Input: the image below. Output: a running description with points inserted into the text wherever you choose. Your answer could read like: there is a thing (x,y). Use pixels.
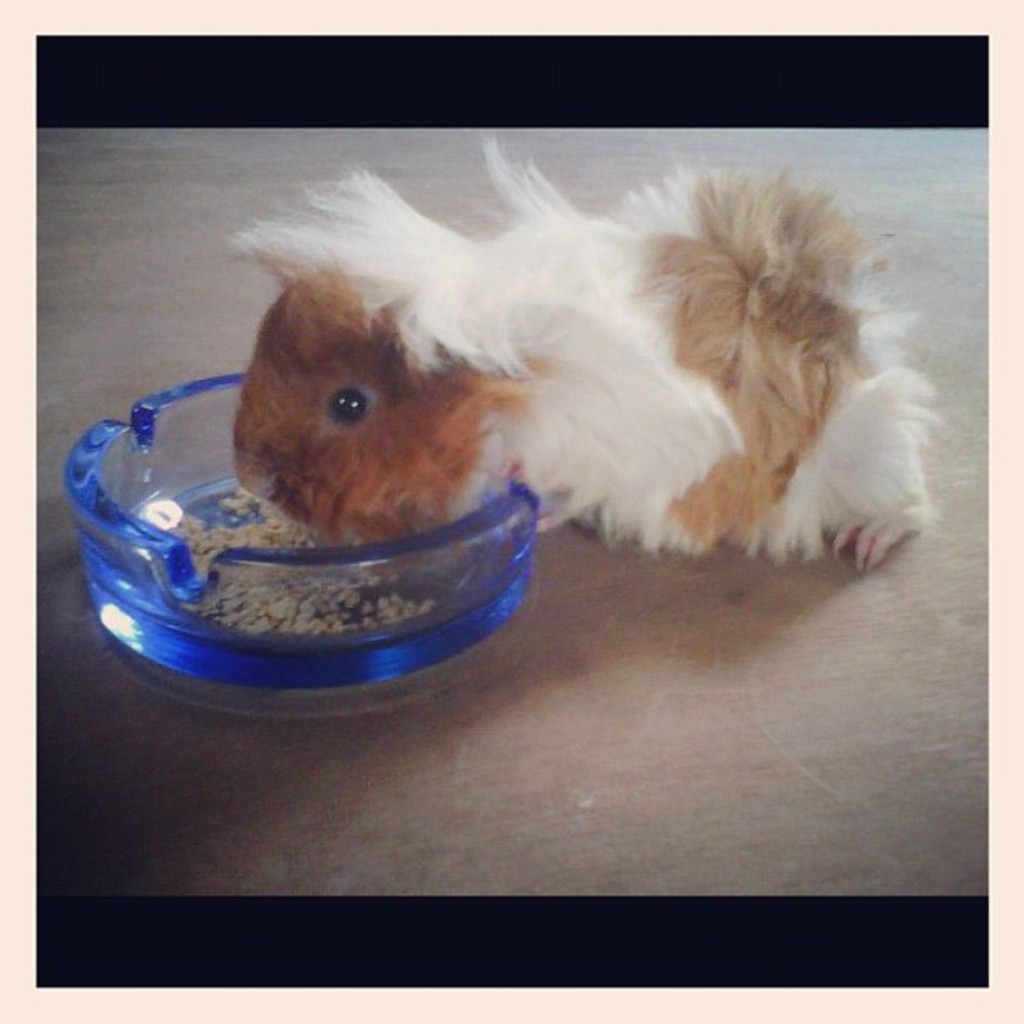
In this picture we can see a Guinea pig (749,244) eating a food (263,527) which is in the glass bowl (322,615).
